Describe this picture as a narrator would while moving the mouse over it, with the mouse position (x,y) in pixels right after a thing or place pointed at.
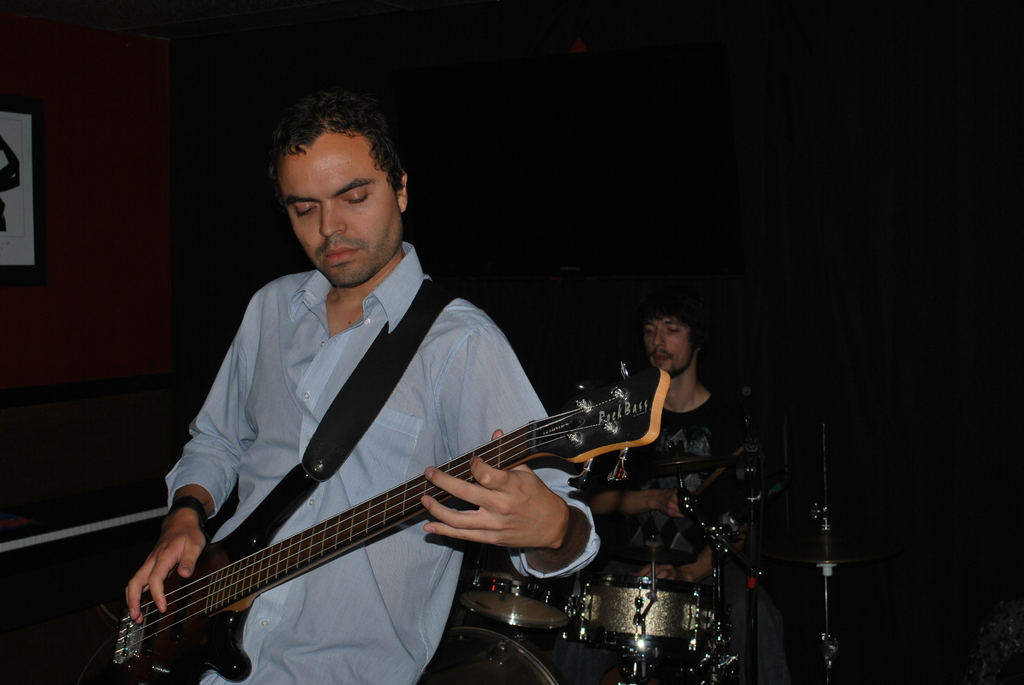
Front this man (372,600) is playing guitar (389,493). Backside another person (672,441) is playing musical instruments (678,466). Background (400,36) it is dark. Picture (8,237) is on the wall (88,222).
